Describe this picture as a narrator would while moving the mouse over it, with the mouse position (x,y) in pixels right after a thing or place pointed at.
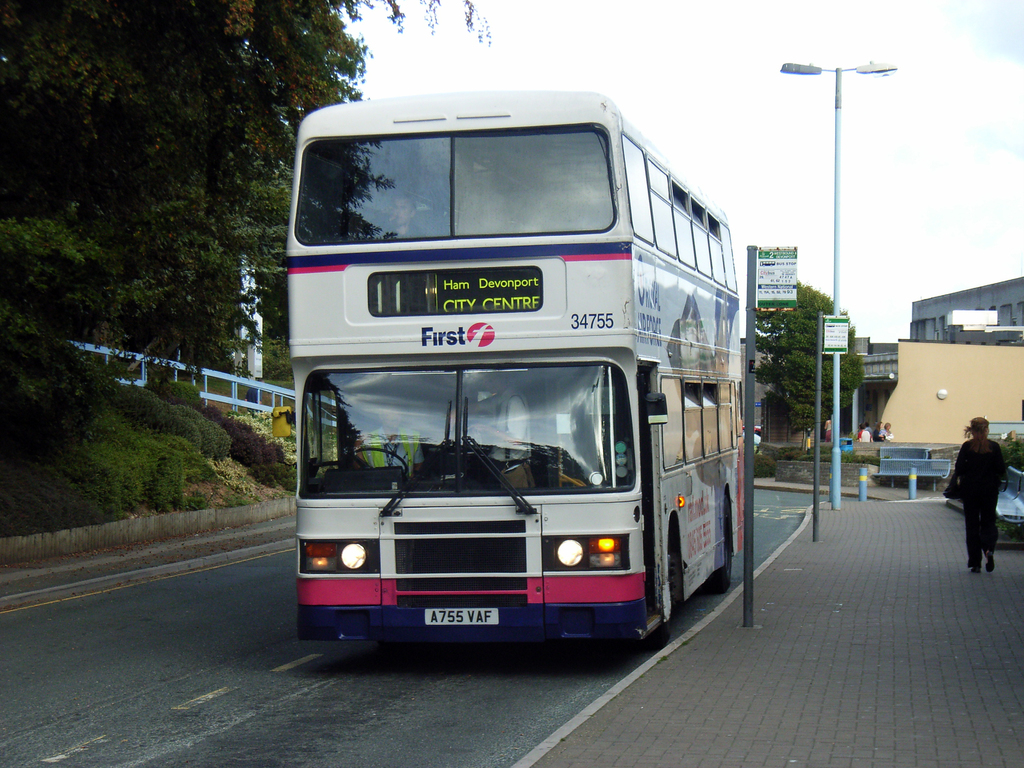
In this picture we can see a vehicle (444,620) on the road (430,653), beside this road (554,645) we can see a person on a footpath (727,634), here we can see poles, boards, fence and some objects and in the background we can see a building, people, trees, sky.
